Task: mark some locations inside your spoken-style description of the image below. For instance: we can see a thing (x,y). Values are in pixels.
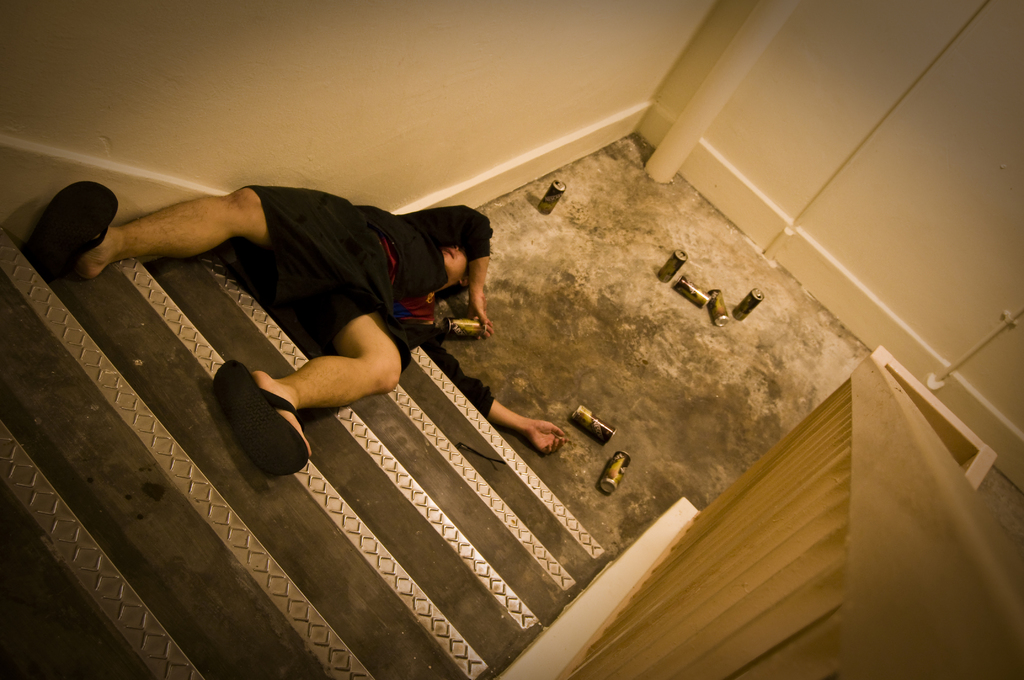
In this image we can see a man (277,467) is lying on the staircase (352,486), there are the tins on the ground (471,346), there is the wall (570,46), there is the railing (933,581).
